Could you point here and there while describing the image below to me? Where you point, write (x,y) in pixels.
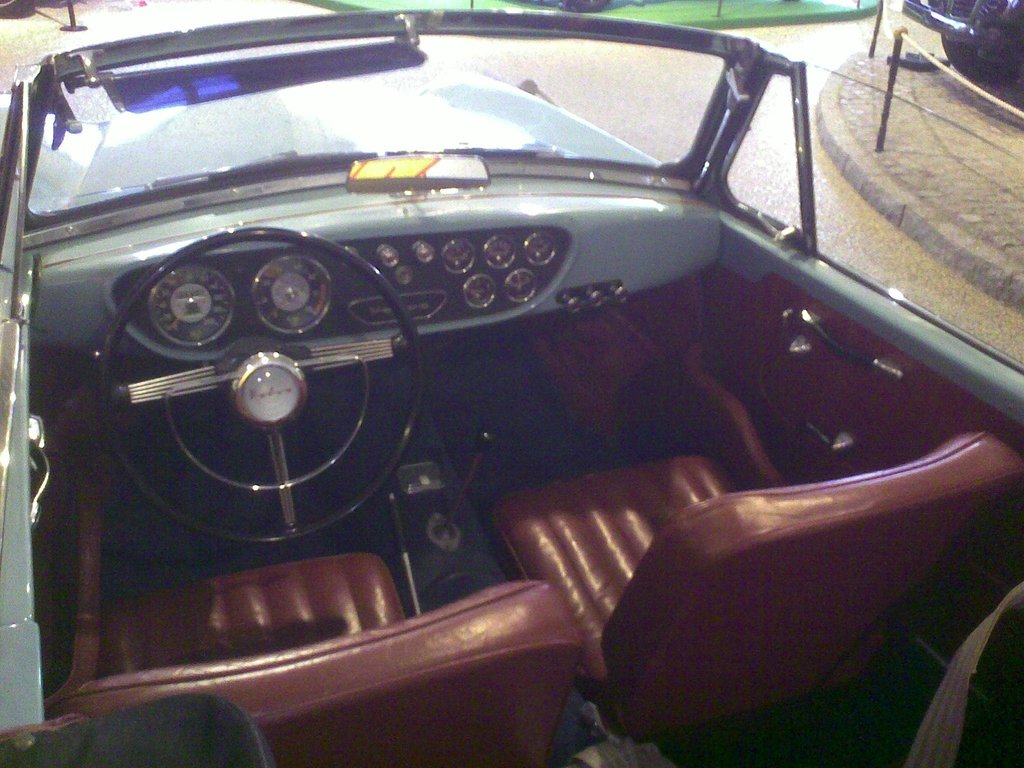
In the picture we can see inside view of the car (106,423) with two seats (70,695) and steering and some meters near it and a windshield (127,169) and beside the car (1017,530) we can see a part of the path (912,181) with a railing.
